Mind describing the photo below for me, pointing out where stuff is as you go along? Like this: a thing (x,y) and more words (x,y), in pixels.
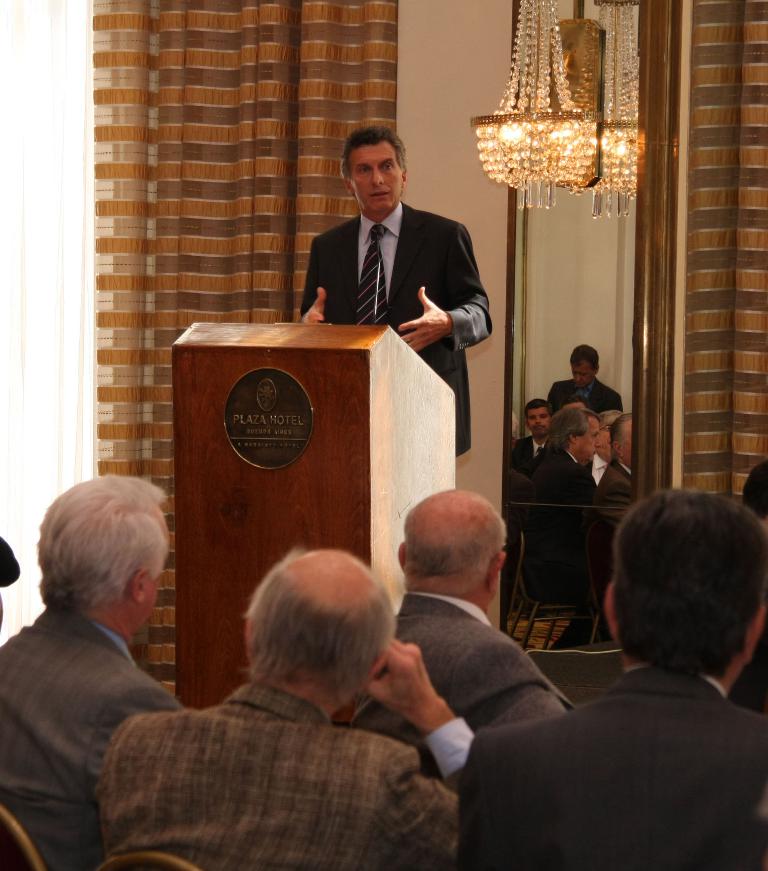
In this image, we can see persons (455,682) wearing clothes (448,221). There is a person (376,279) in the middle of the image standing in front of the podium (342,386). There is a mirror (594,362) in between curtains (739,253). There is chandelier (534,99) at the top of the image (531,93).
